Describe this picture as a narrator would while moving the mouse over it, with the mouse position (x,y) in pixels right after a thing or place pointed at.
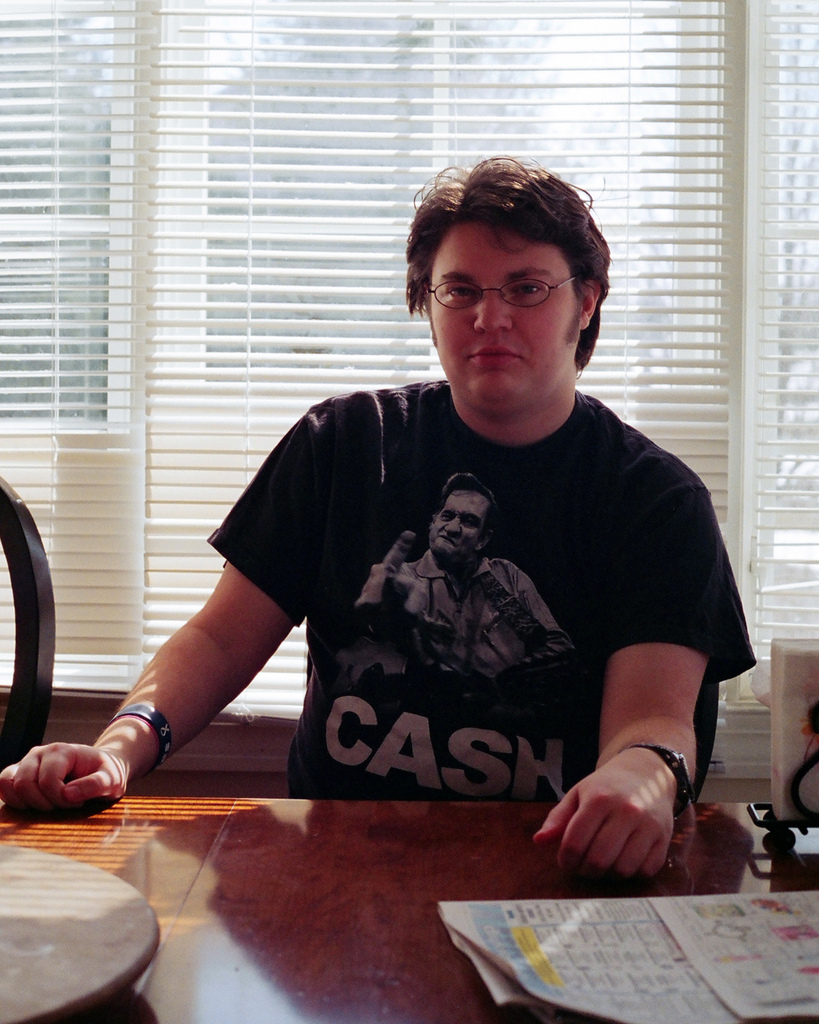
In this image I can see a person (547,334) sitting wearing black shirt (386,461), in front (563,916) I can see a paper (695,924) on the table (383,903), the table (383,903) is in brown color. At the background (190,202) I can see a window (190,143).
